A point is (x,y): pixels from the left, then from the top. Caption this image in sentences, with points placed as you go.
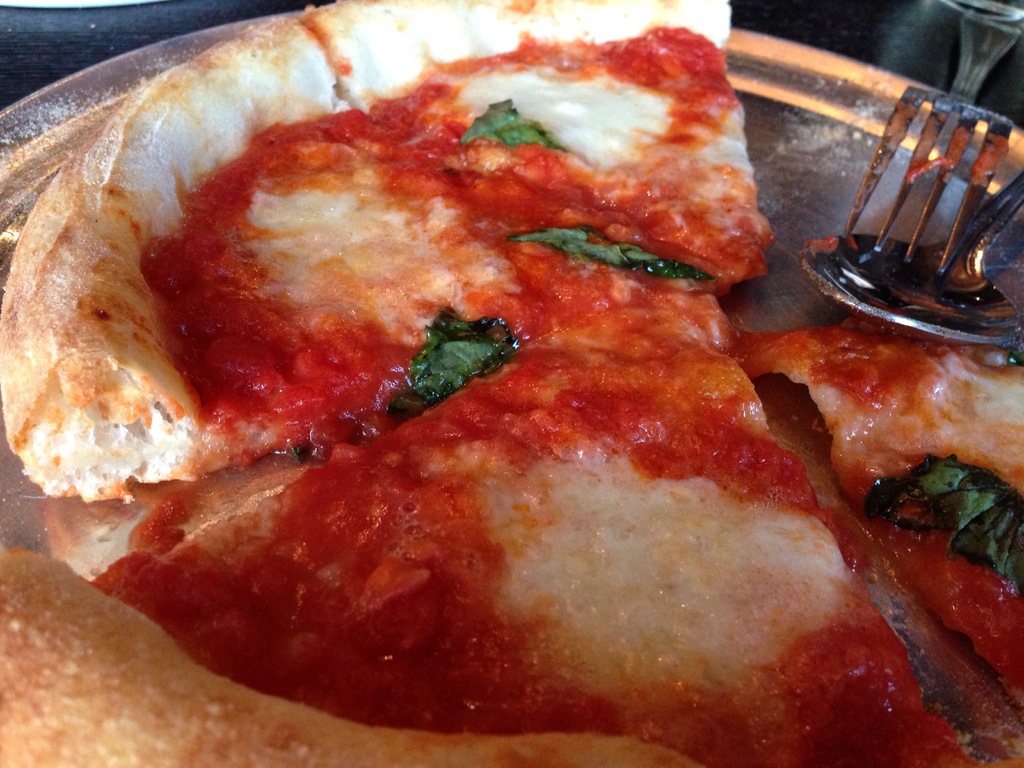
In this image we can see one plate (124,65) with food (733,149) on the table (43,17), one spoon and one fork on the plate (19,153). Some objects (964,63) are on the table (18,65).
